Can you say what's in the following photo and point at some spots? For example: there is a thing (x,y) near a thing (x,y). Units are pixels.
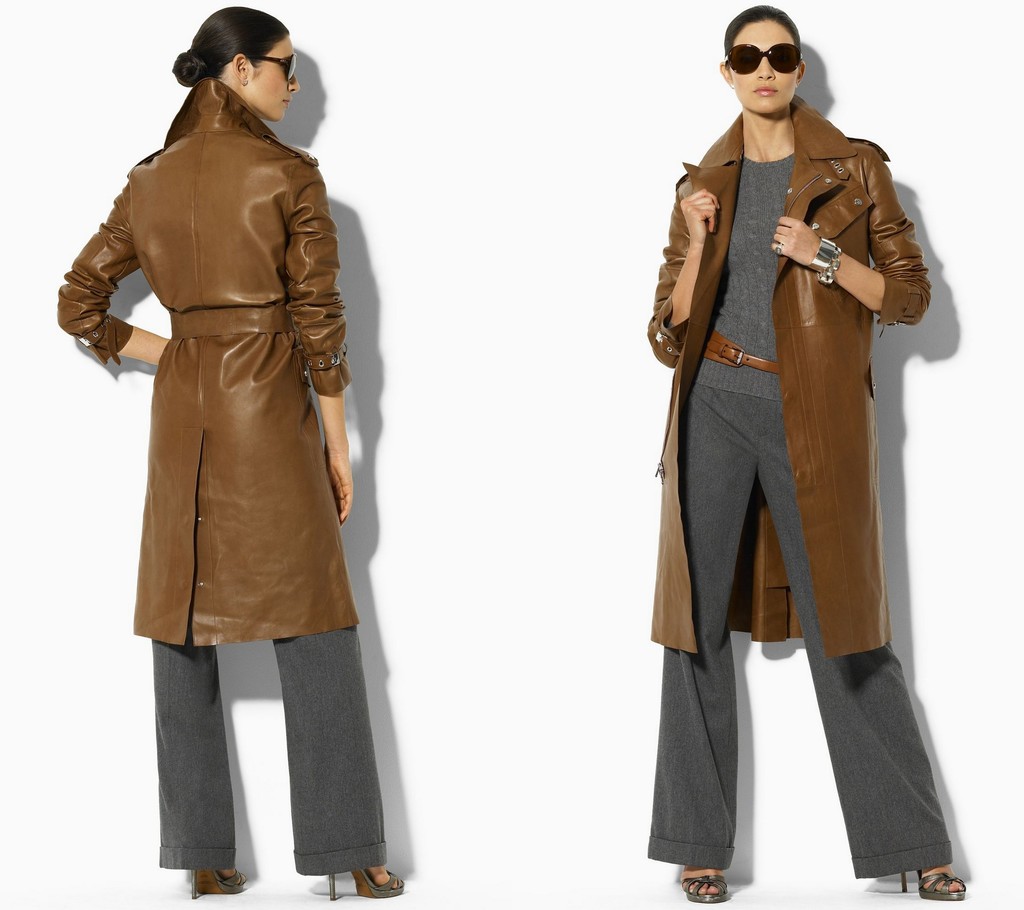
In this image there are two people (802,565) standing on the floor (1016,895) and they are wearing a jacket (904,214).
